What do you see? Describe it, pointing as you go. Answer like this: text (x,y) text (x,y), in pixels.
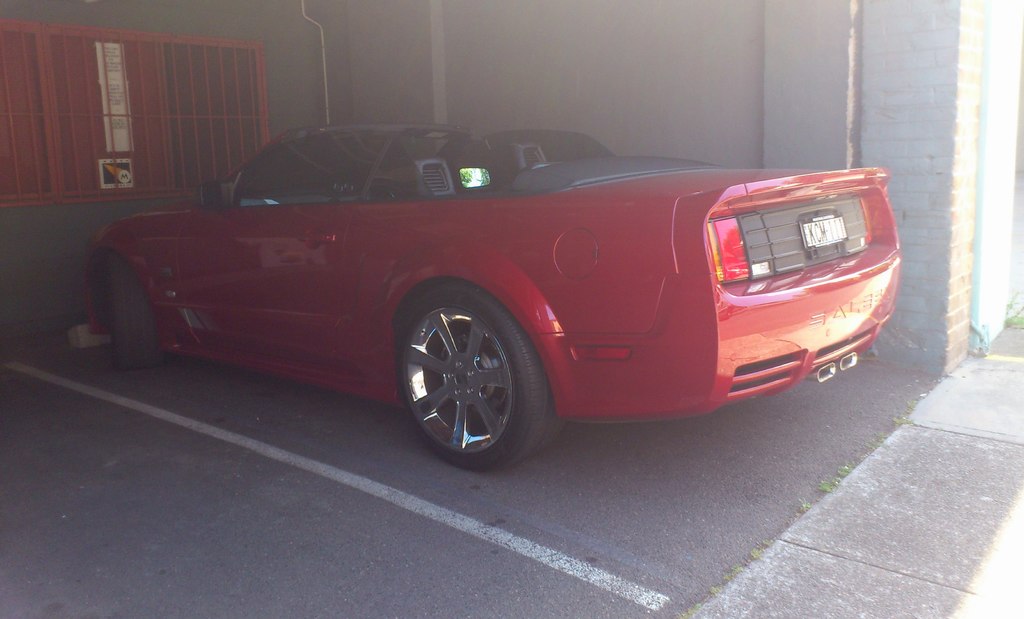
In the image there is a red car (348,146). Behind the car (303,146) there is a wall (86,20). In front of the car (292,134) there is a wall (136,21) with windows (229,174).
